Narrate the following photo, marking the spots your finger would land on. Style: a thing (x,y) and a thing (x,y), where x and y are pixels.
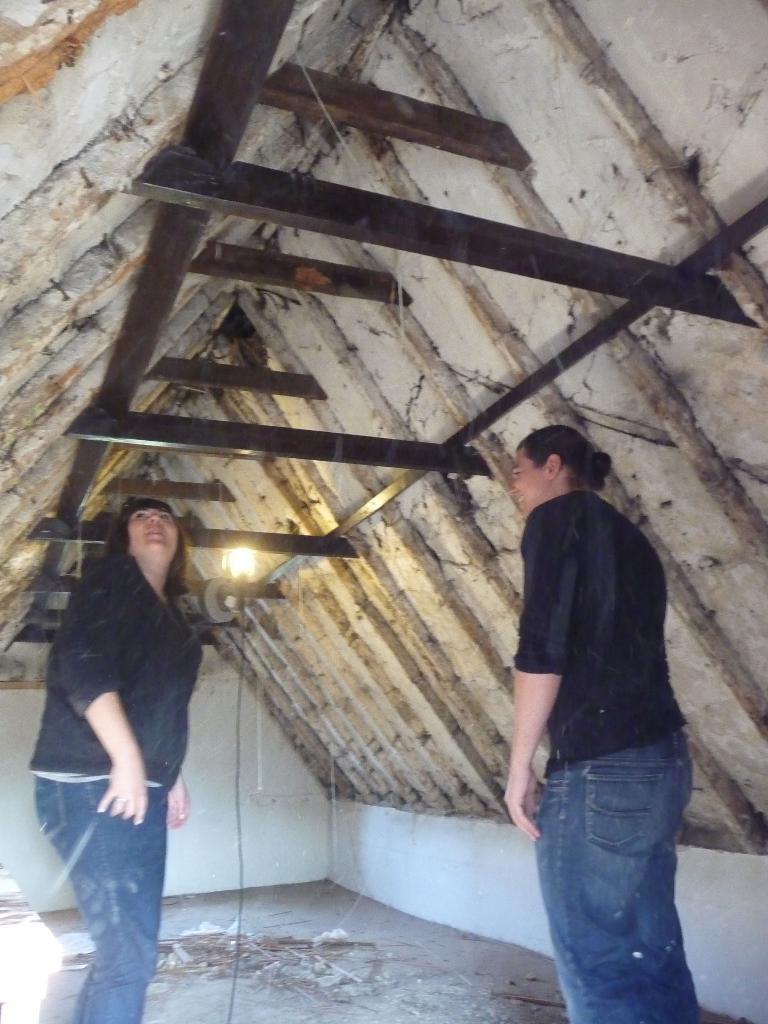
In the image two persons (564,433) are standing. Behind them there is a roof (558,214) and light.
